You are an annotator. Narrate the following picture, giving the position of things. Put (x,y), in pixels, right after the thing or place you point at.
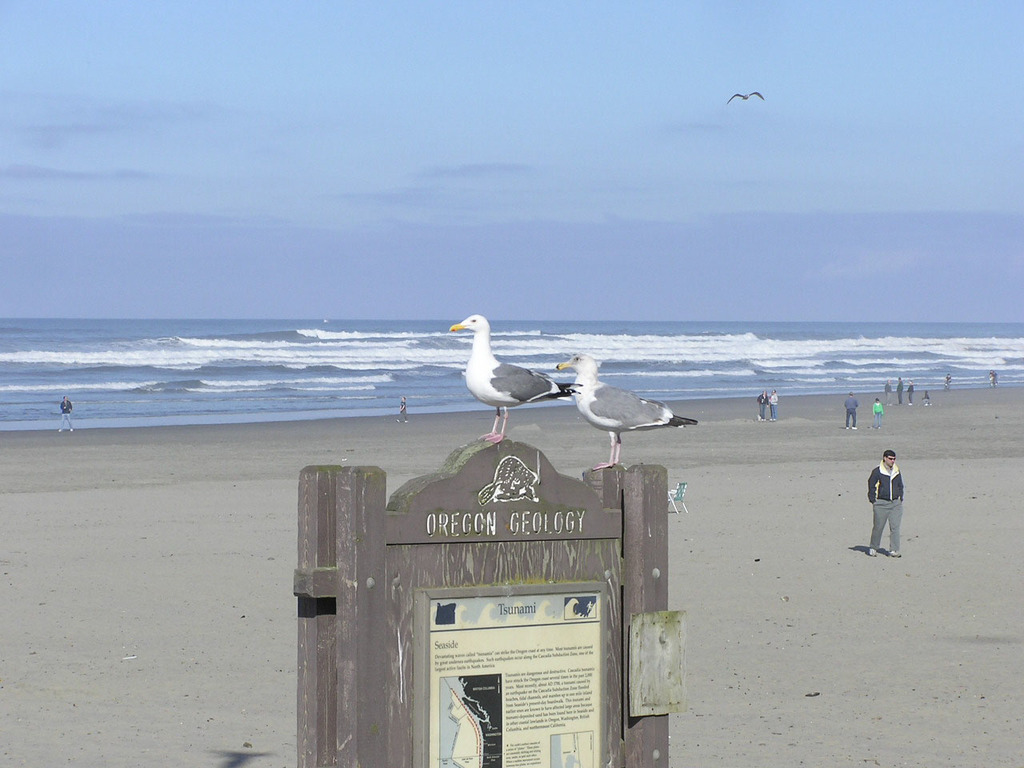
In this image there are two birds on the sign board (497,494), few people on the sea shore (758,419), an ocean (757,331), a bird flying in the air (755,141) and the sky (507,145).
